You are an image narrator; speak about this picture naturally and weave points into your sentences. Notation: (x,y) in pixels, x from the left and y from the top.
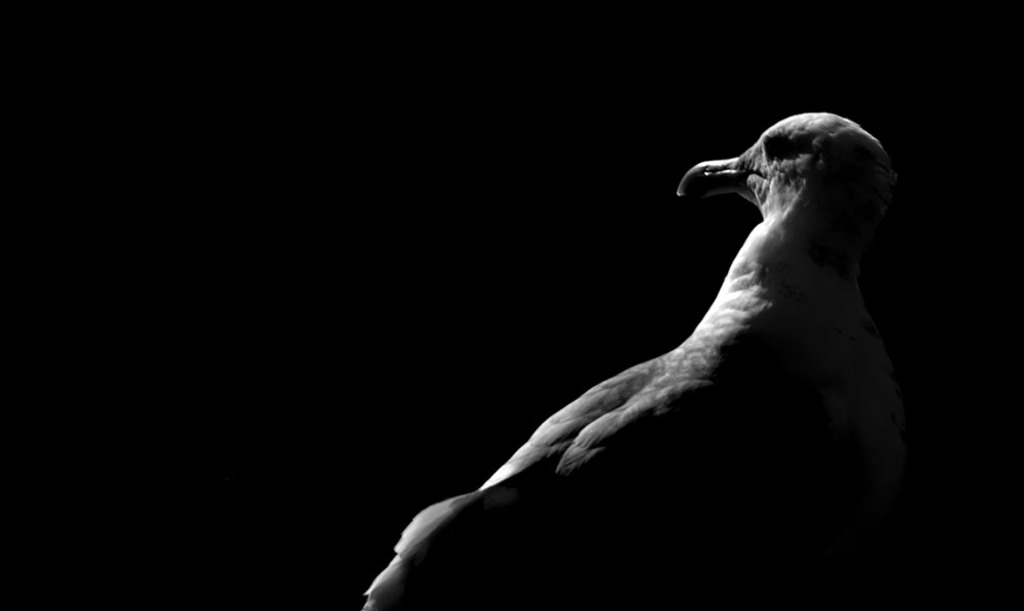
In this picture we can see a bird (805,349), there is a dark background (281,177).
